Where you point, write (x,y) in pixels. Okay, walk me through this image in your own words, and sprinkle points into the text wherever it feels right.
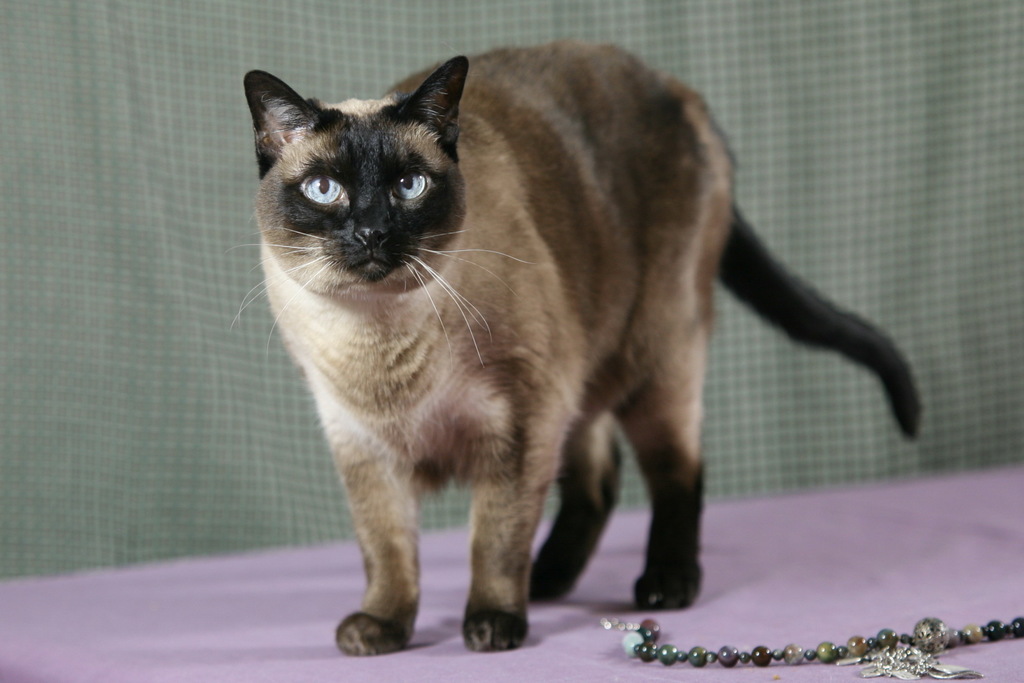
In this image there is a cat (538,371) standing on the floor (437,616) as we can see in the middle of this image (501,292). There is an object (857,664) kept on the floor (842,631) in the bottom of this image (813,651). There is a wall (181,118) in the background (73,74).
